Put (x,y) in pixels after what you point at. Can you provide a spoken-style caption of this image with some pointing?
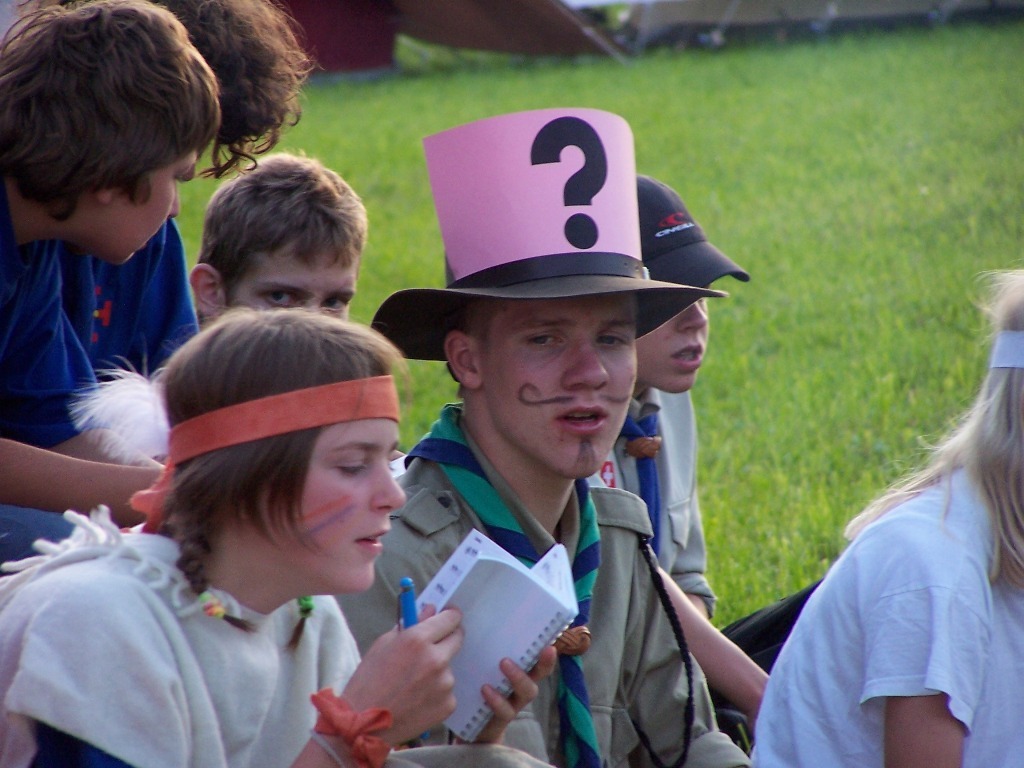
Here I can see few people (522,475) are sitting facing towards the right side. Two persons (616,452) are wearing caps (607,256) on their heads (568,262). One person (267,439) is holding a book (432,586) and a pen (407,612) in the hands (453,620) and looking into the book (479,622). In the background (813,221), I can see the grass (896,243). At the top of the image (601,30) there are few objects (551,27).
